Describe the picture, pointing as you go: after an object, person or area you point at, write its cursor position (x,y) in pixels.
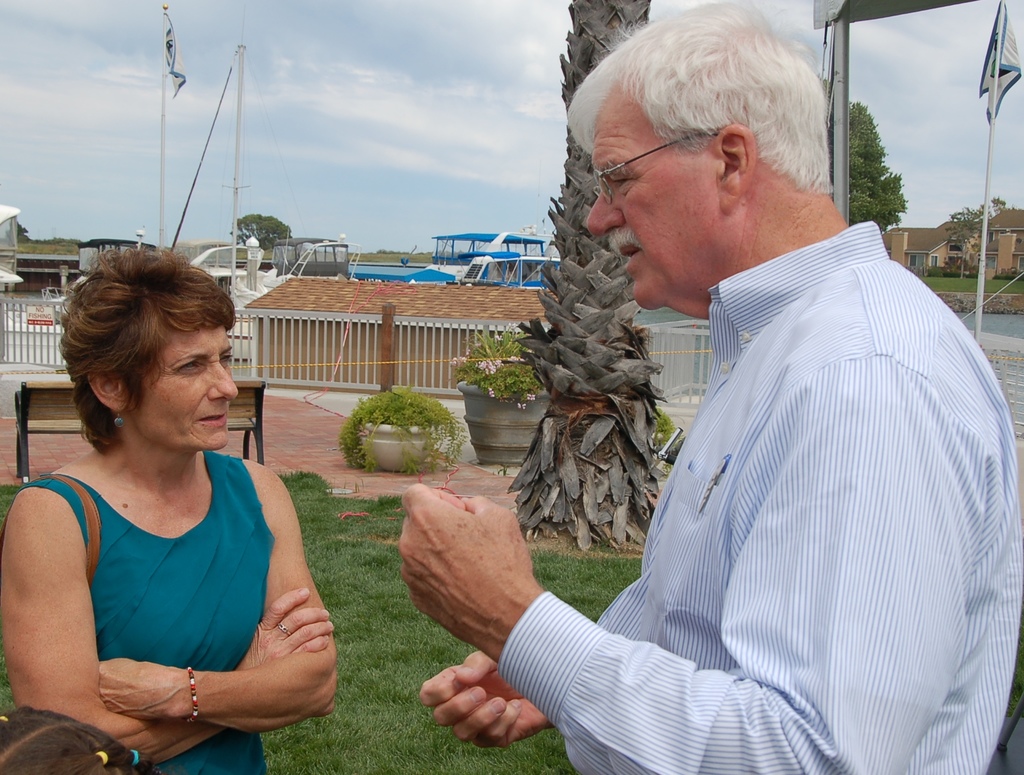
In front of the picture, we see a man (725,252) in the white shirt (687,457) who is wearing the spectacles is talking to the woman (302,561) who is wearing the blue dress (161,613). Beside her, we see the head (74,739) of the child (86,736). At the bottom (332,732), we see the grass (397,723). Behind her, we see a bench (42,391). In the middle of the picture (599,447), we see the stem (573,376) of the tree (577,406) and plant pots (480,441). Behind that, we see the railing (434,343). On the right side (998,42), we see a flag pole (987,167) and a flag (993,77) in white and blue color. We even see the trees (873,179) and the buildings (949,246). There are trees (972,245), buildings (938,259) and vehicles (274,264) in the background (460,256). At the top (440,146), we see the sky (404,135). On the left side (163,213), we see a flag pole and a flag (174,69) in white and blue color.
